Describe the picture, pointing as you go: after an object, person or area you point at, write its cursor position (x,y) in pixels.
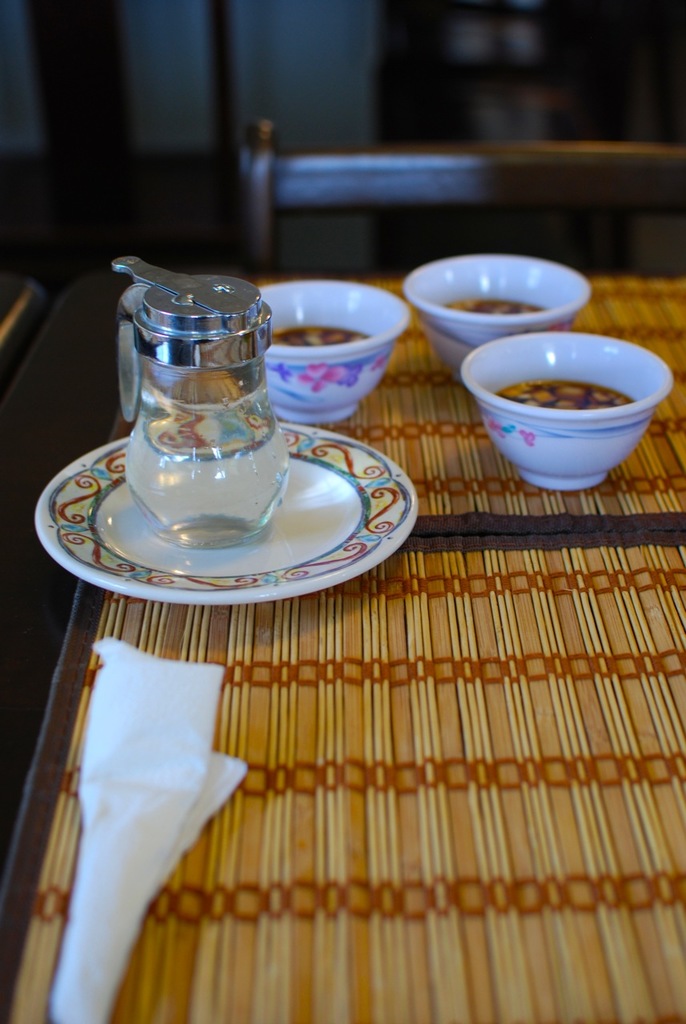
There is a table (479,729). On the table (479,487) there are bowls (478,354), plate (391,487), and a jar (237,466). This is chair (606,199).
